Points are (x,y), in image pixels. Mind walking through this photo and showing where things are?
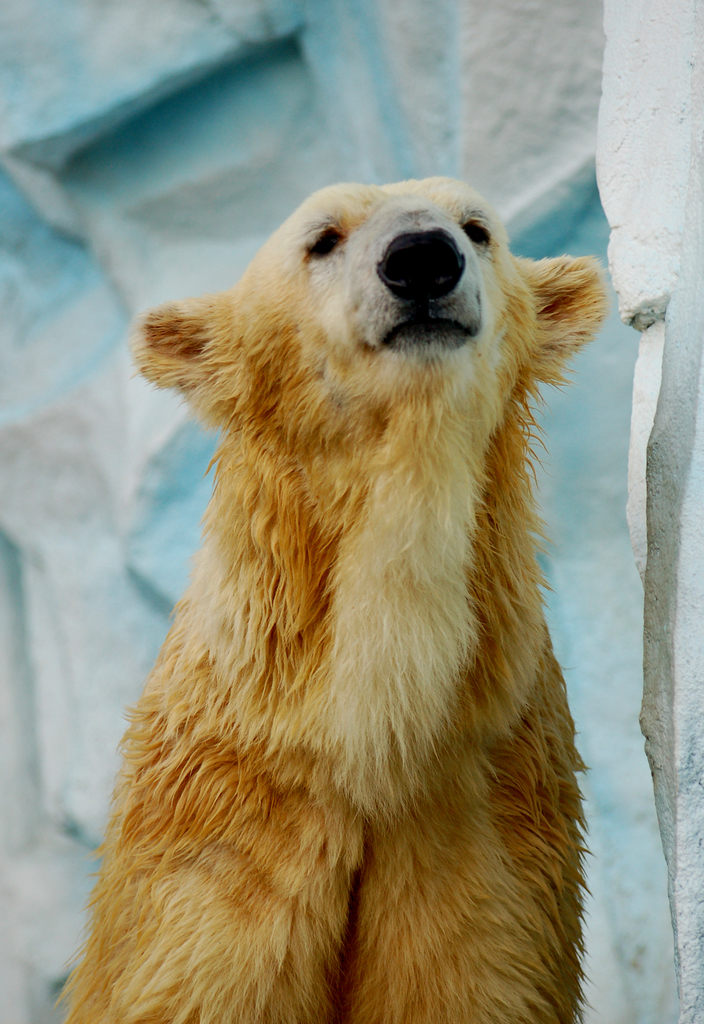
This image consists of a animal (294,846) in brown color. In the background (292,95), there is a wall (51,900) made up of rocks (609,496). It looks like it is clicked in a zoological park (245,492).
